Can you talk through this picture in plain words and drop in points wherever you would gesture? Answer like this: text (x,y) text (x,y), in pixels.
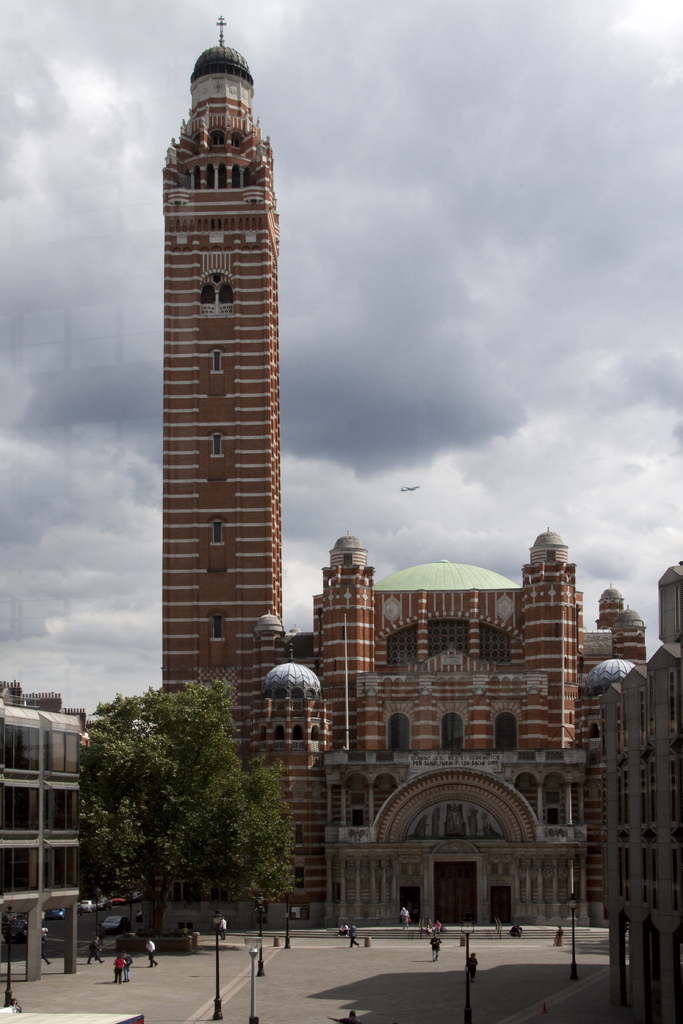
On the left side of the image (149,776) I can see trees (114,795). In the middle of the image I can see a few people (225,924). In the background (301,848), I can see a building (401,576). There is a sky (392,243) on the top of this Image (390,280).
